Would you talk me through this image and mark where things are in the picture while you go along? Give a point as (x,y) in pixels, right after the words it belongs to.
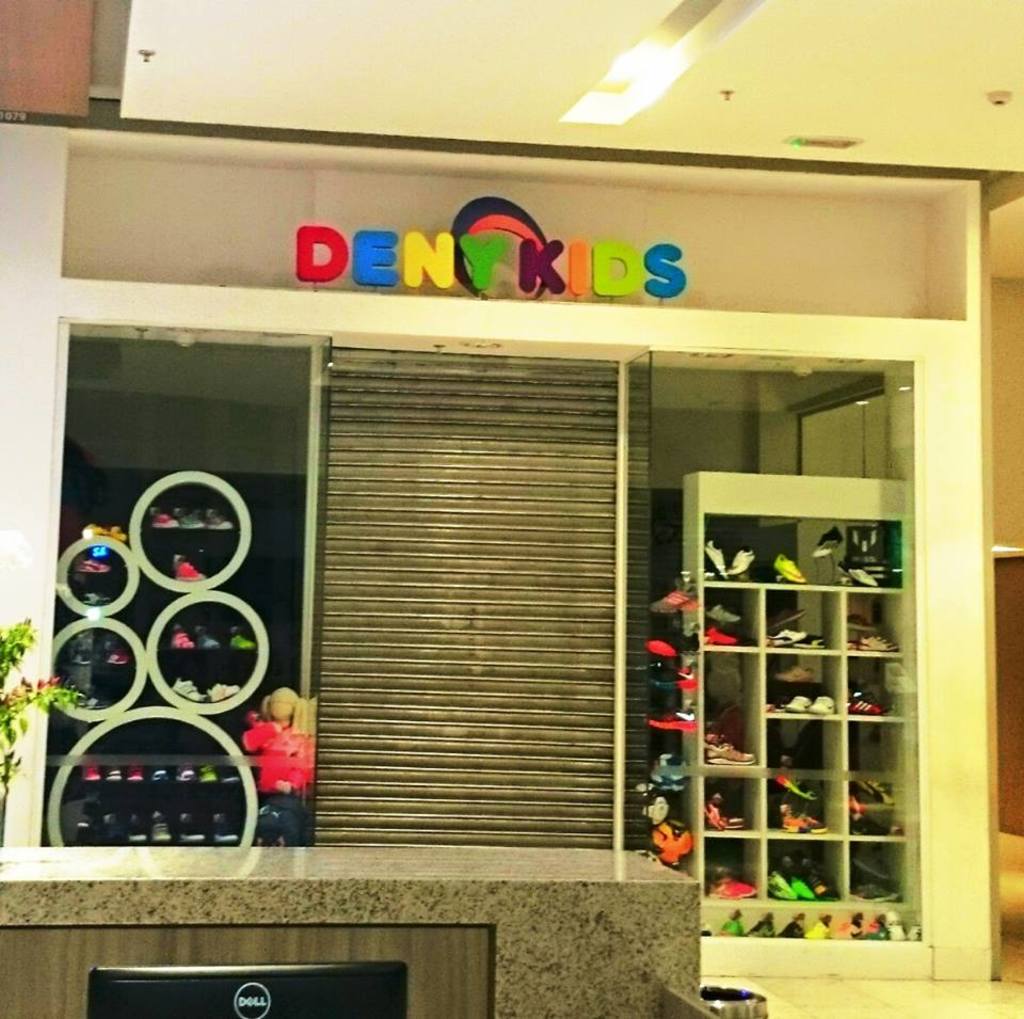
In this picture there are few foot wears (154,813) placed on an object (746,694) and there is deny kids written above it and there is a desktop (321,986) which has dell (258,999) written on it in the left bottom corner (258,1009).
